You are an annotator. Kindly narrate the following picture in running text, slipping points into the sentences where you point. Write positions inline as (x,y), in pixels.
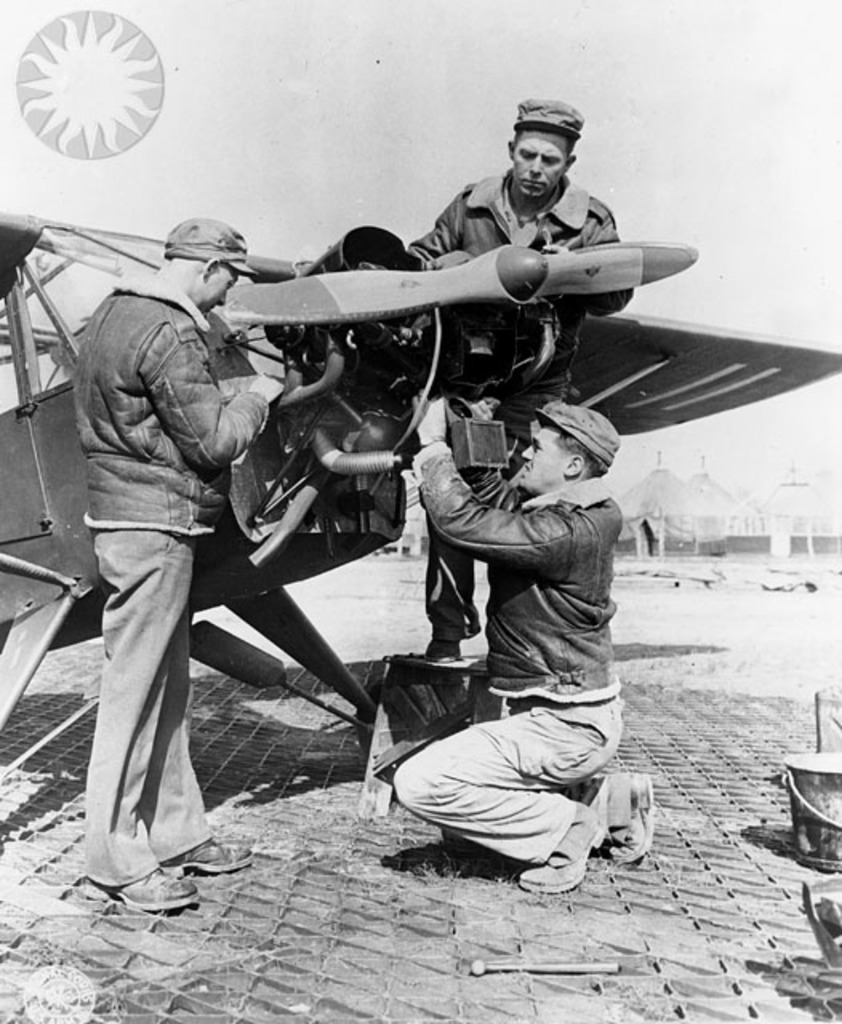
This is a black and white image. In this image we can see men (496,181) standing and sitting on the floor (637,768) by interacting with the machine (332,492). In the background (436,55) there are buildings (671,524) and sky (486,129).
